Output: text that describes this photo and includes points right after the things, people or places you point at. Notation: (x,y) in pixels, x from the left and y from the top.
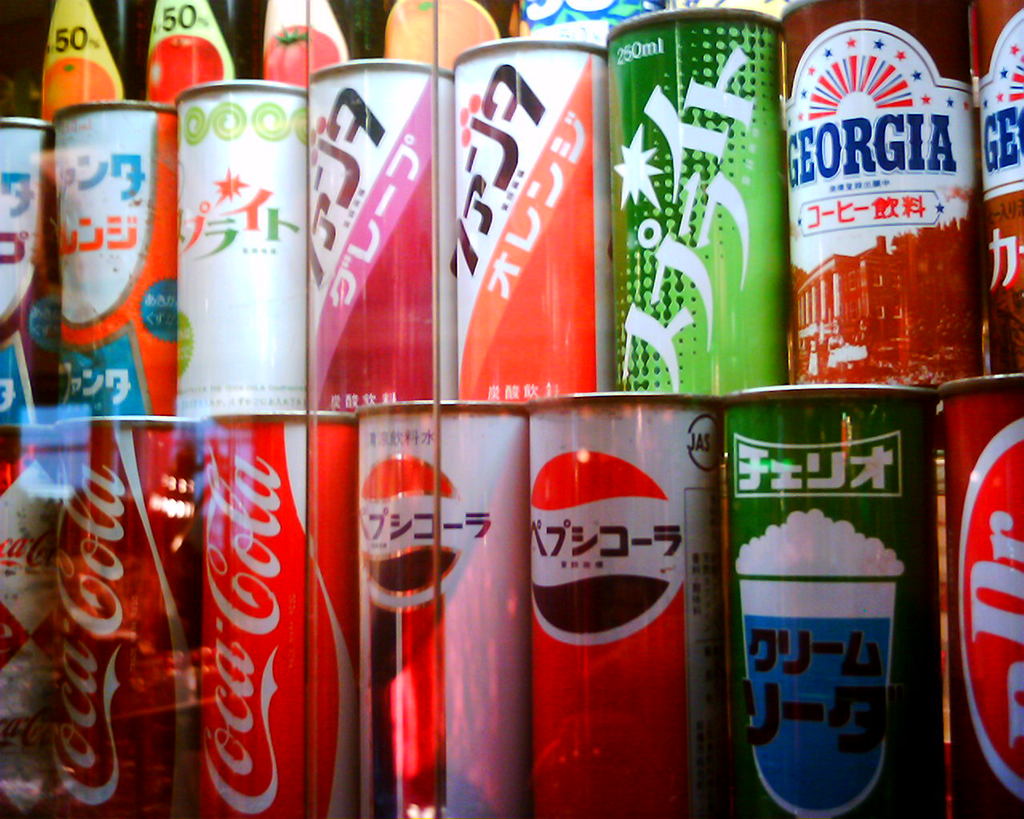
In this image I can see few tins (166,342). They are in different color. Back I can see few stickers (84,64) attached to the bottles (311,33).
